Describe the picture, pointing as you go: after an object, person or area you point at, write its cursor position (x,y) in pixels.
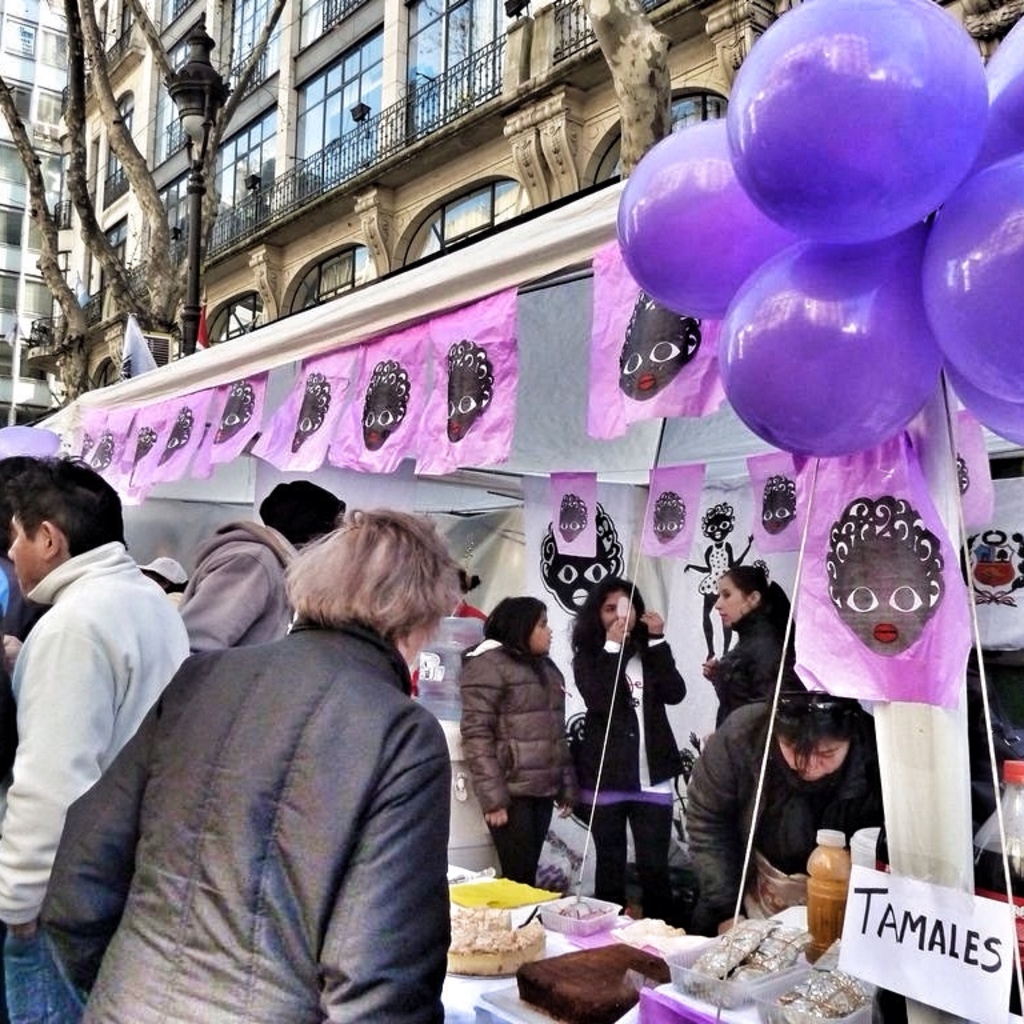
In this image I see a stall (999,534) and there are lots of people (88,505) in it and everyone are wearing jackets (405,854) and in the stall (945,830) there is food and on the top of the stall (760,560) there are balloons (928,15) which are of purple in color and we can also see a paper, which says Tamales. In the background (409,237) we can see a large building (470,3) and few trees (157,307) and there is also a street light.
